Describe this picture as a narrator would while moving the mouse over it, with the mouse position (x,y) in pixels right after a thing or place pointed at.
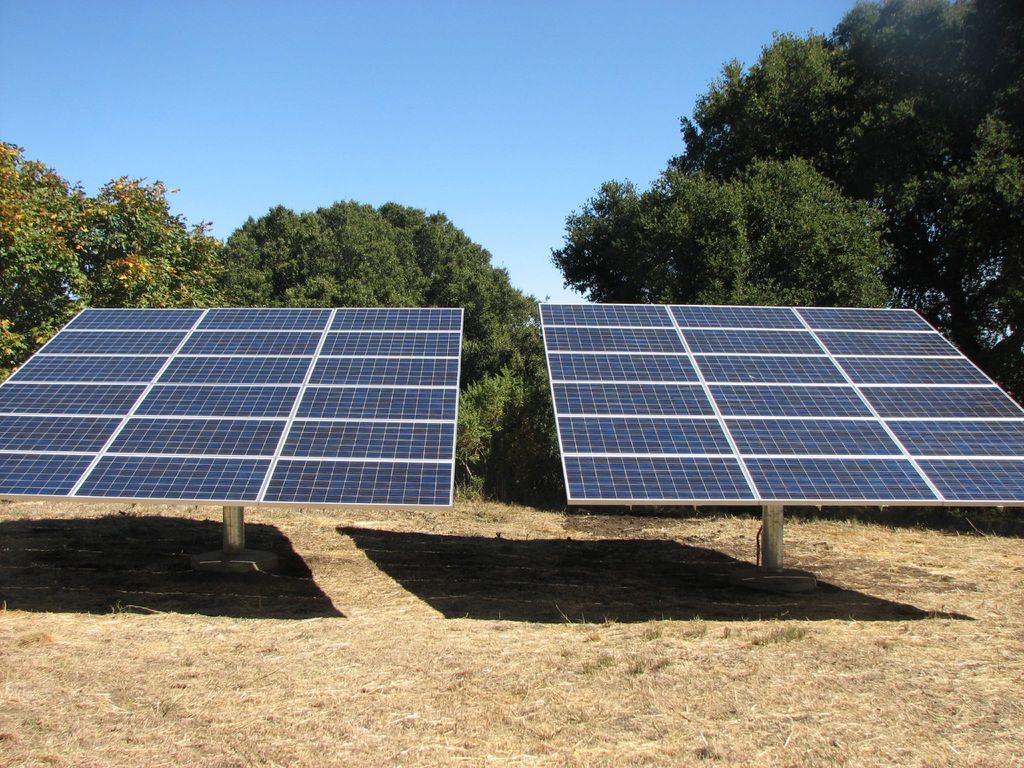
In this image I can see two solar panels (302,475) and two shadows (647,567) on the ground (427,585). In the background (900,246) I can see number of trees (63,323) and the sky (427,129).
